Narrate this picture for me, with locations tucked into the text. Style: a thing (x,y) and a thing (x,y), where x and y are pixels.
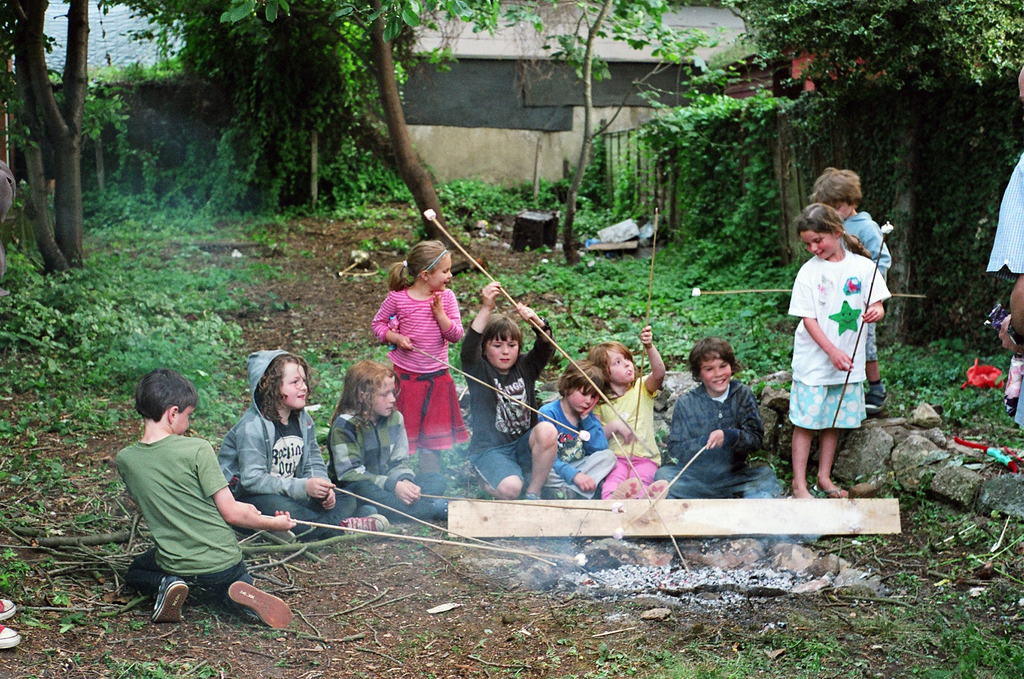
In this image I can see in the middle (524,445) a group of children (370,522) are sitting, in the middle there is the fire (566,571). There are trees (582,72) on either side at the top (572,80) it is the wall (570,82).
